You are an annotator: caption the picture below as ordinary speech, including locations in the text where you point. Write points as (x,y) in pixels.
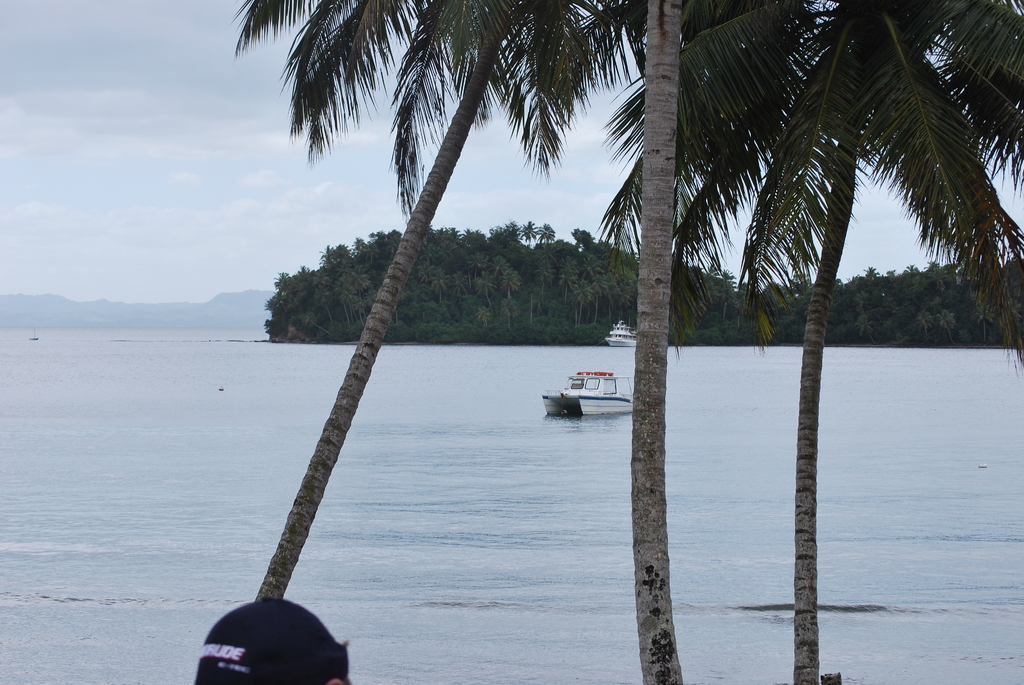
In this image we can see two boats (630,333) on the water (202,354) and there are some trees (697,136) and we can see a person's head (216,651) at the bottom of the image (269,624). we can see the mountains (152,311) in the background (268,299) and at the top (266,99) we can see the sky (479,196).
